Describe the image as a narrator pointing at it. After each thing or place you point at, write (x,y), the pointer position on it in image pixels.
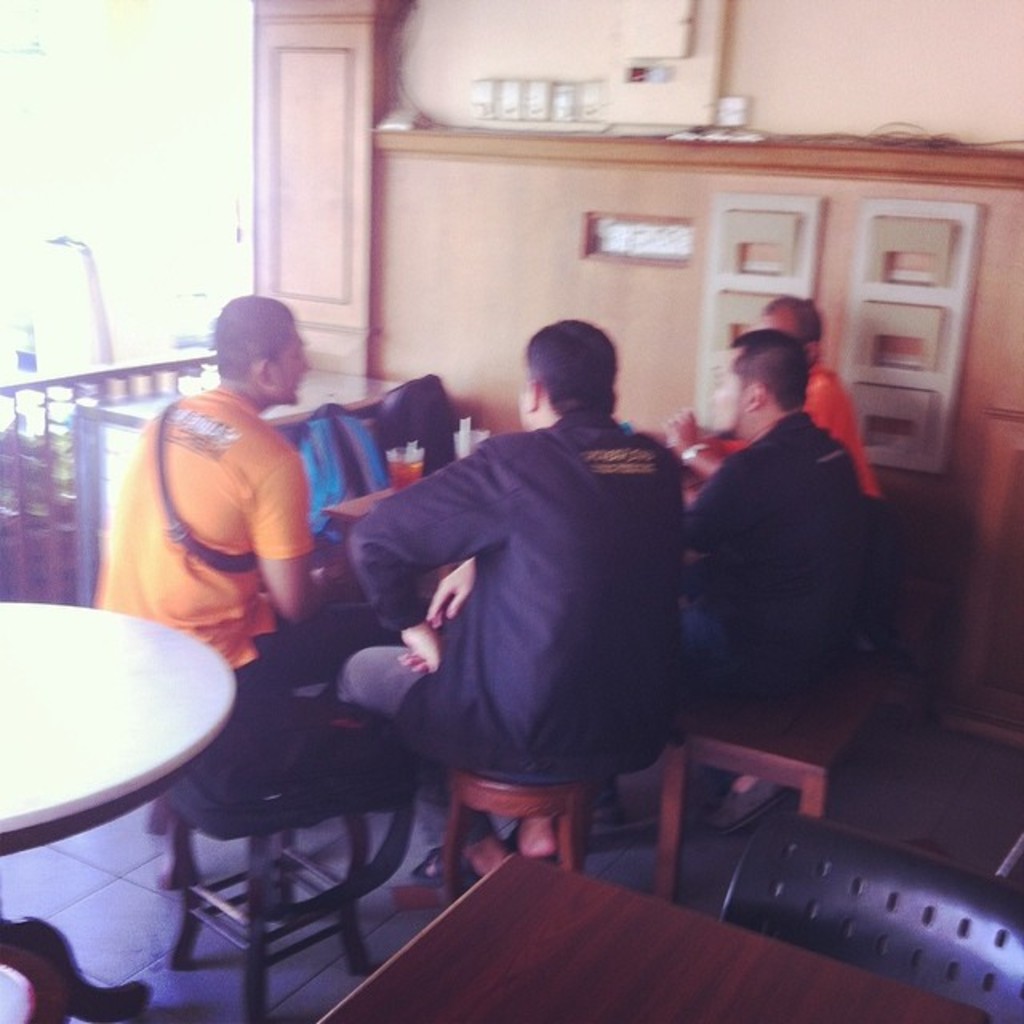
In the image we can see there are people (458,520) who are sitting on chair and on table (392,497) there are juice glasses (411,479) and there are backpacks (312,470) and in the area in which the interiors (364,235) are made up of wood (989,682).
